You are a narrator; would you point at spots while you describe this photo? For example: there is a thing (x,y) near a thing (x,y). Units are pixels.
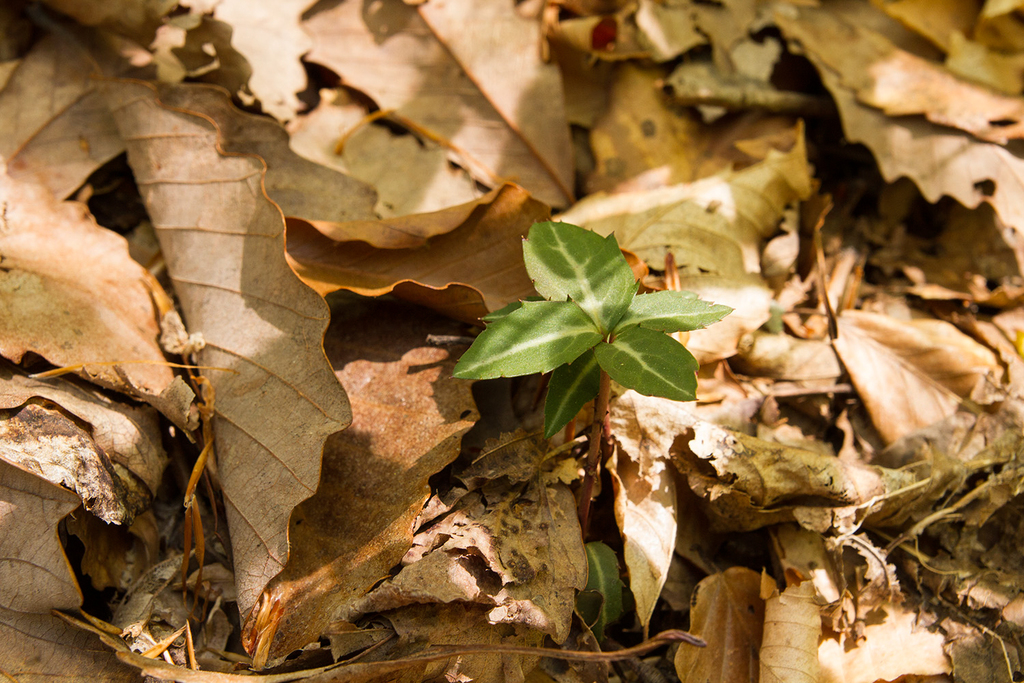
In this image we can see green leaves (599,306) and dry leaves (448,533).
